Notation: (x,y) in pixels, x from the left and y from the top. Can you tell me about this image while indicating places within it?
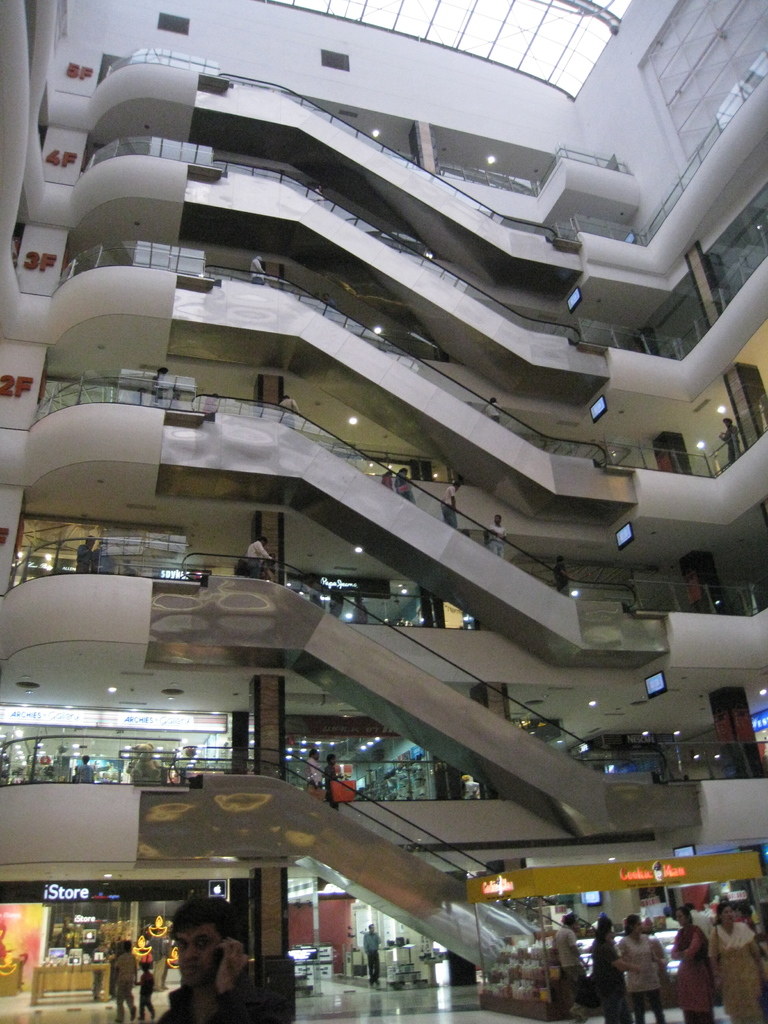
In this image in the middle (256,559), there is a building (353,940). At the bottom (383,931) there are many people (236,951), shops (324,926), text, posters (19,944), lights (697,757), screens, escalators (401,855). At the top (491,21) there is roof (523,31).
